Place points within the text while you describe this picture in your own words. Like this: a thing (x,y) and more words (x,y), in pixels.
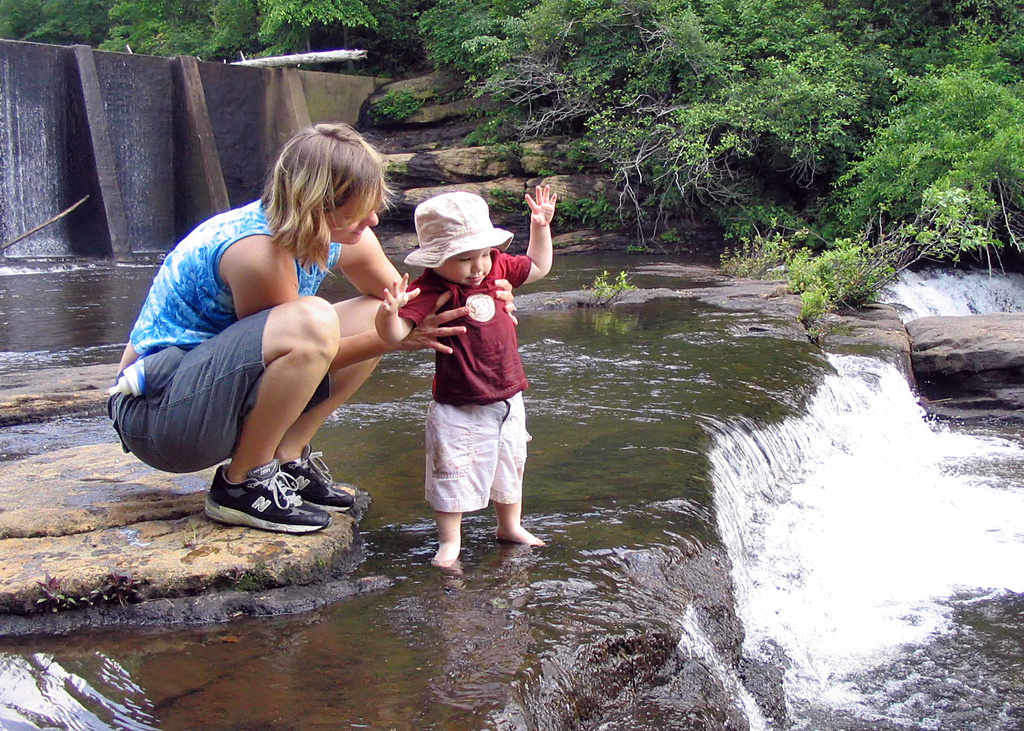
In this image I can see a woman (350,253) wearing blue and grey colored dress (192,289) is sitting on a rock (187,490) and holding a baby (442,371) who is wearing maroon and white colored dress (467,360). I can see water (722,427), few rocks (384,245) and few trees (594,71).
